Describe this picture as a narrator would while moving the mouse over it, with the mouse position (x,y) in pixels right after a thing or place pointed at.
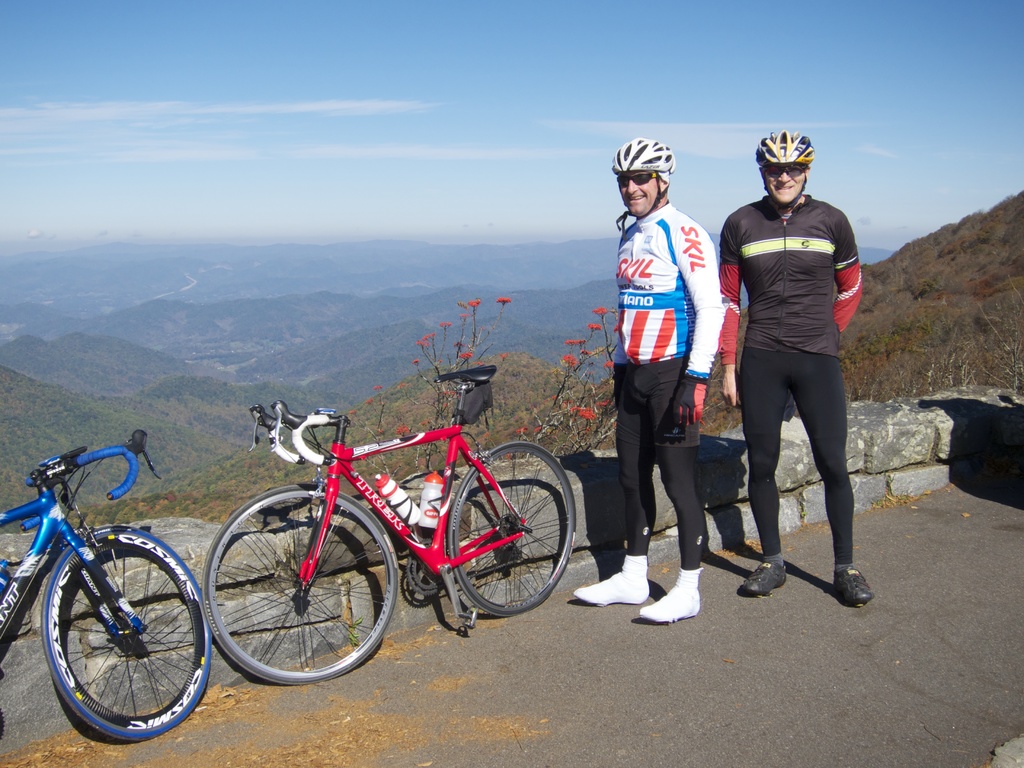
In this image we can see two men (790,278) wearing the helmets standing on the ground (686,662). We can also see two bicycles (252,660) placed beside a wall (594,569). On the backside (610,343) we can see a group of trees (875,273), the hills (308,383) and the sky (355,176) which looks cloudy.
